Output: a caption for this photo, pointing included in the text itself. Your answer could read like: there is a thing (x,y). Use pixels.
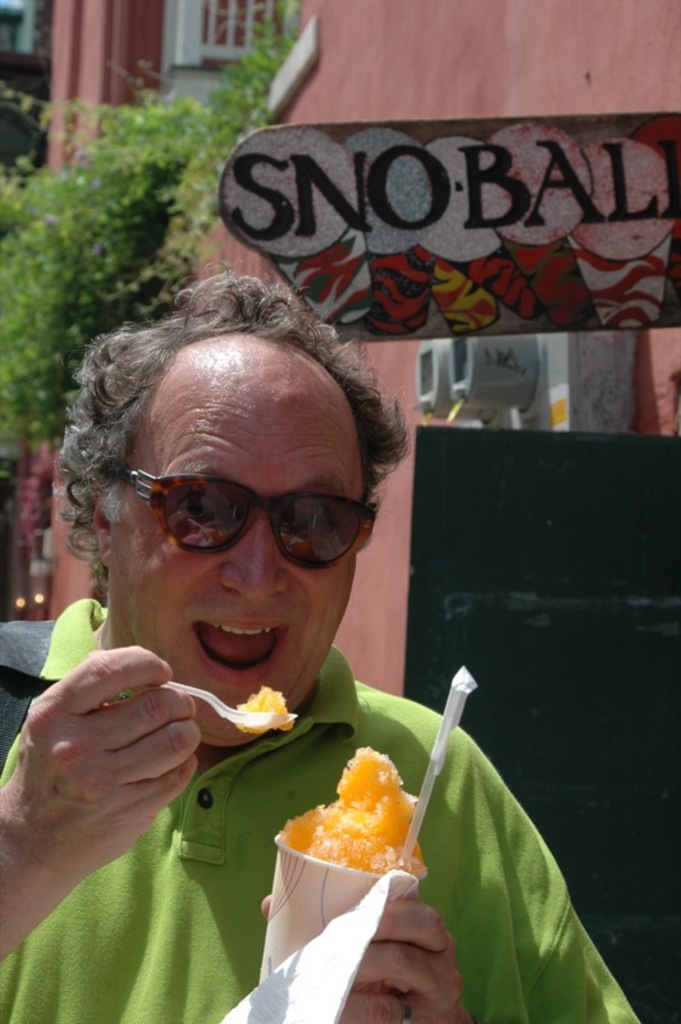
In the image, there is a man (174,885) he is eating some food item (294,832) and he is wearing green color shirt (497,852) and goggles (251,494). Behind the man (204,417) there is a board (418,201) and some name (590,204) is written on the board (457,290) and behind the board (337,274) there is another building (113,30) and the climate is sunny.
